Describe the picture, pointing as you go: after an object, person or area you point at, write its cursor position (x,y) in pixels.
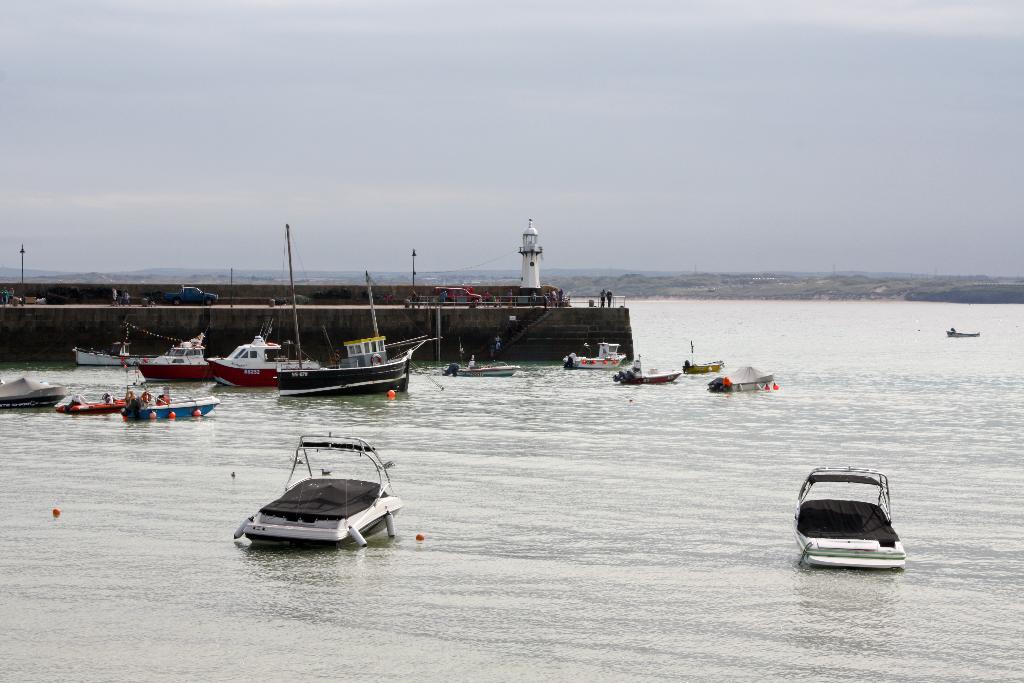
There are boats (174,372) and ships (170,358) on the water surface (413,376) in the foreground (68,443), it seems like a bridge (172,330), tower (533,285), poles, trees (705,286) and the sky (522,232) in the background (582,81).
